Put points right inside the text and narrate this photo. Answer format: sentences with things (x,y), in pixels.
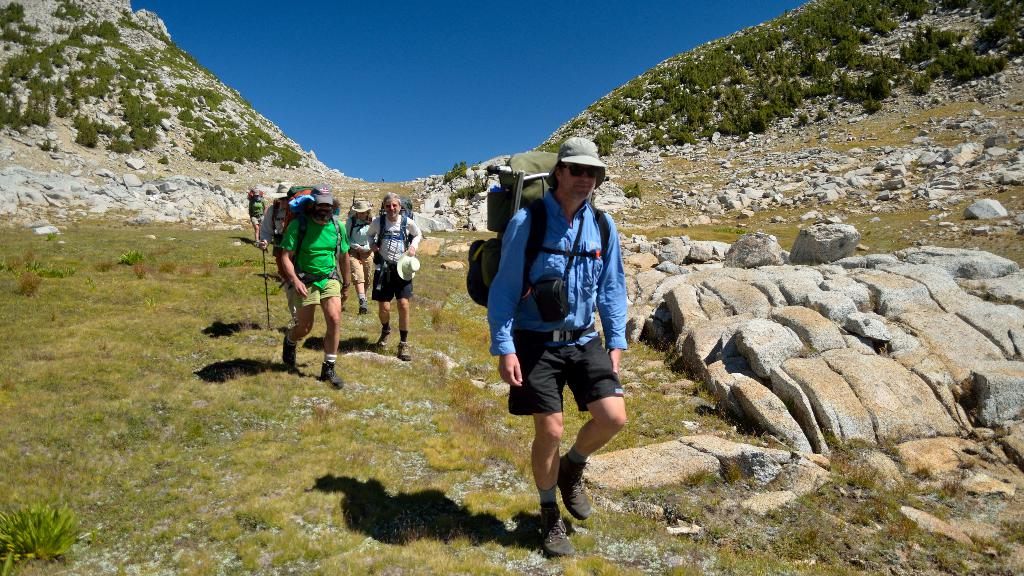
In this image there are a few people (334,370) walking on the grass (275,420) in between the mountains (249,168) and holding bags (402,233), there are few stones (200,102), plants (218,99) and the sky (264,92).
